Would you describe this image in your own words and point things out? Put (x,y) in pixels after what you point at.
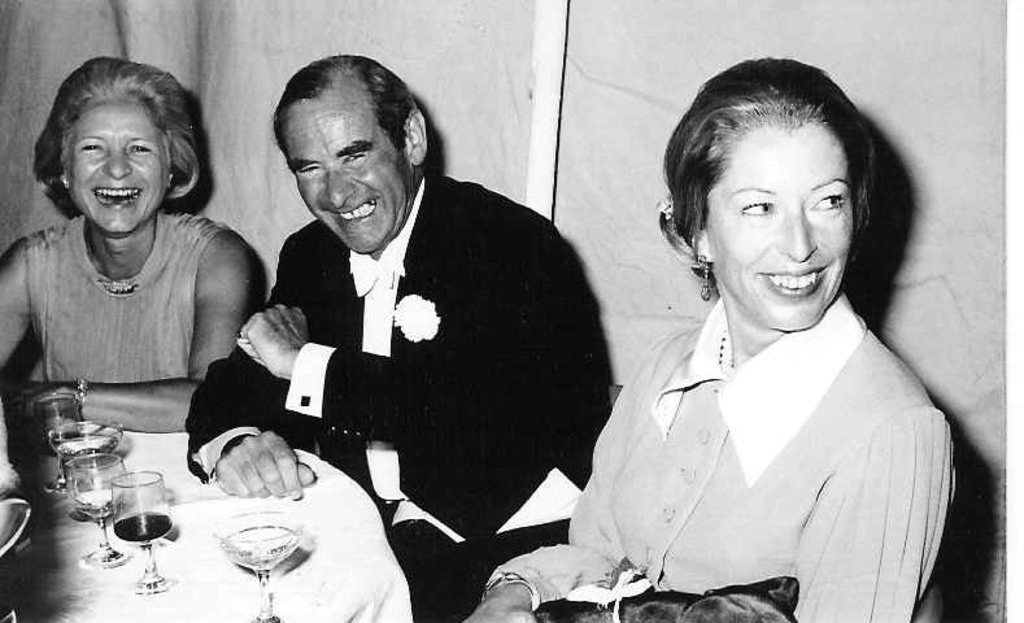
This image consists of three persons (515,317). In the middle (374,336), the man (367,453) is wearing a black suit (480,411). On the left (64,585), we can see a table (76,586) covered with white cloth (194,561), on which there are wine glasses (110,492) kept. In the background (781,49), we can see a curtain (407,64). On the right (816,536), the woman (733,522) is holding a pet (698,615).
